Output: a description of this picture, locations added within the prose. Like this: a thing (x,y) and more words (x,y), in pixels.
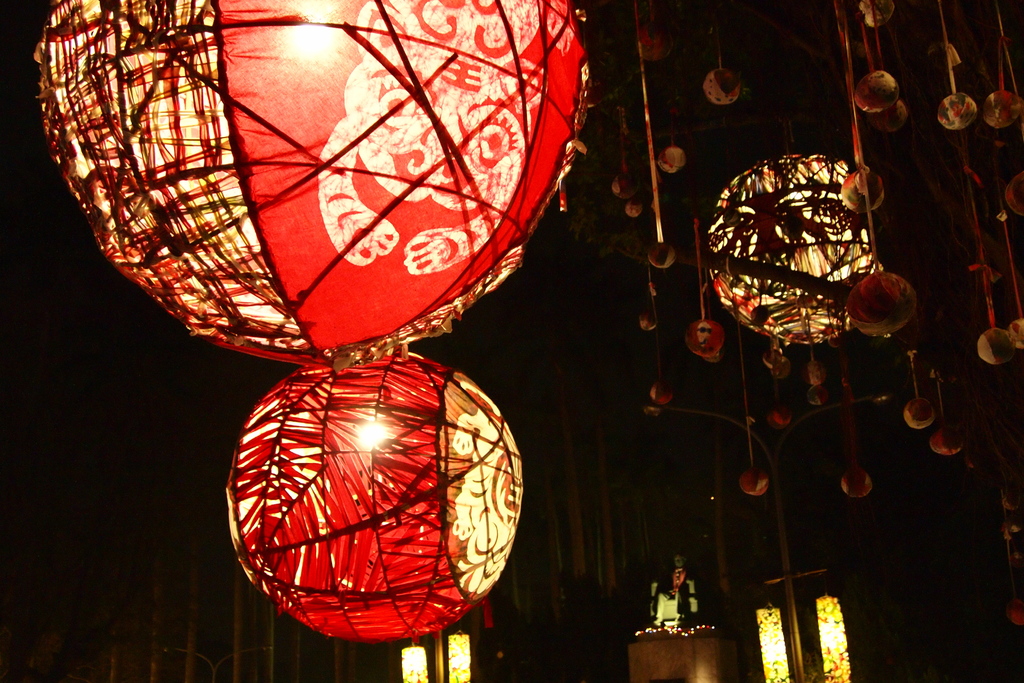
In this picture we can see many paper lantern (532,94). At the bottom (693,635) we can see the statue (683,603), beside him we can see the lights (840,643). Behind him there are trees (547,569).
